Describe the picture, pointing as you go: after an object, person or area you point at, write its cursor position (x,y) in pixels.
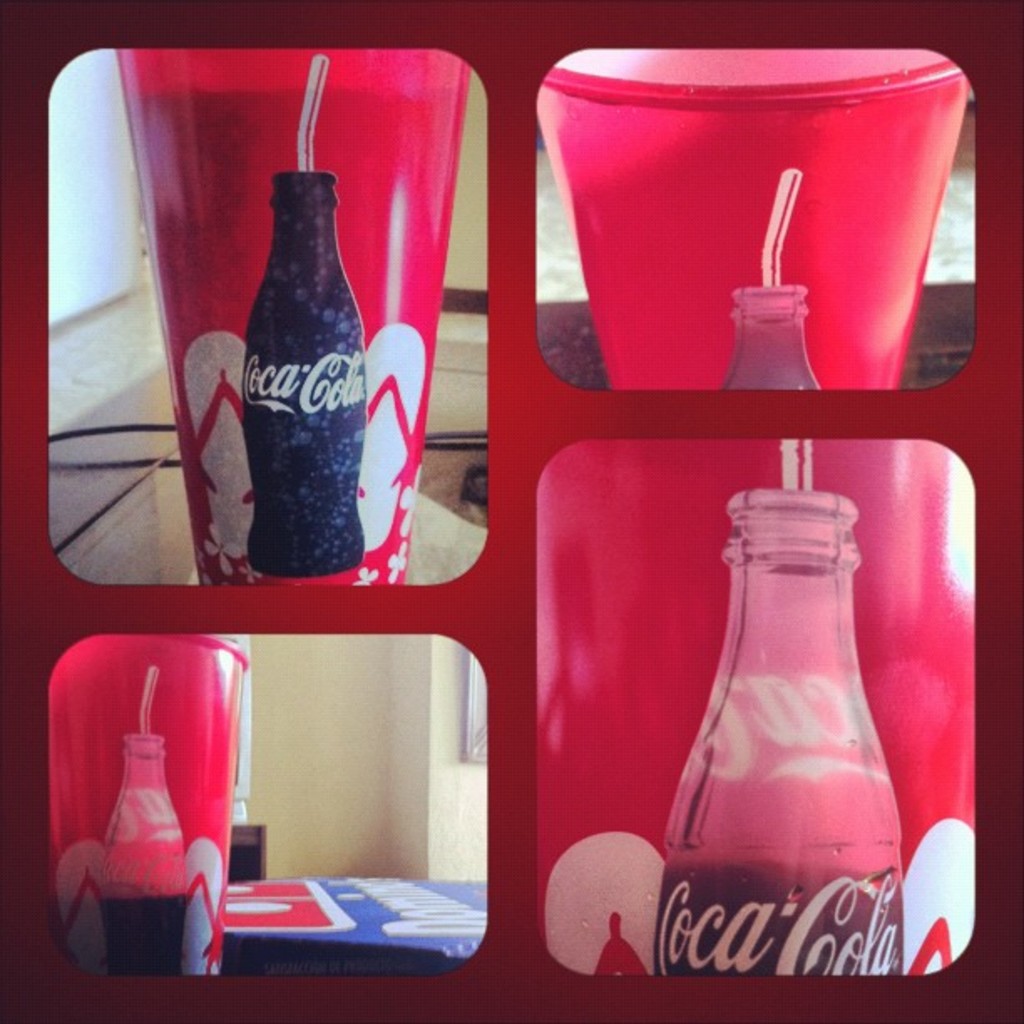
This edited image is collage of different images. In all the images there is a plastic glass (824,579). On the glass (279,433) there are pictures (280,395) and text (290,389). There is a picture (311,263) of a bottle (311,263) on the glass (315,364). There is a straw (770,258) in the bottle (315,250). Behind the glass (189,671) there is a wall (435,747).
